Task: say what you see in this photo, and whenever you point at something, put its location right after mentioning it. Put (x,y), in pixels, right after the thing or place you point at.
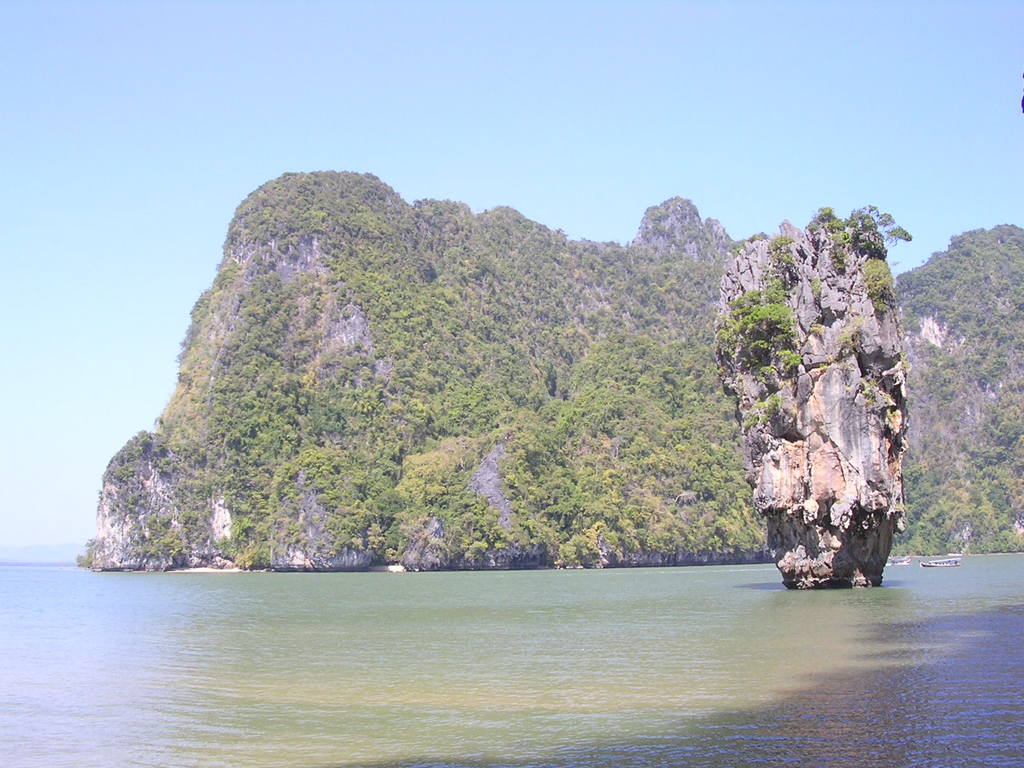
In this picture I can see the water (555,624) in front (740,659) and in the middle of this picture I see a huge rock (774,385) on which there are few trees (762,323). In the background (696,306) I see the sky (14,419) and I see few mountains (573,341) on which there are few more trees (503,391).
